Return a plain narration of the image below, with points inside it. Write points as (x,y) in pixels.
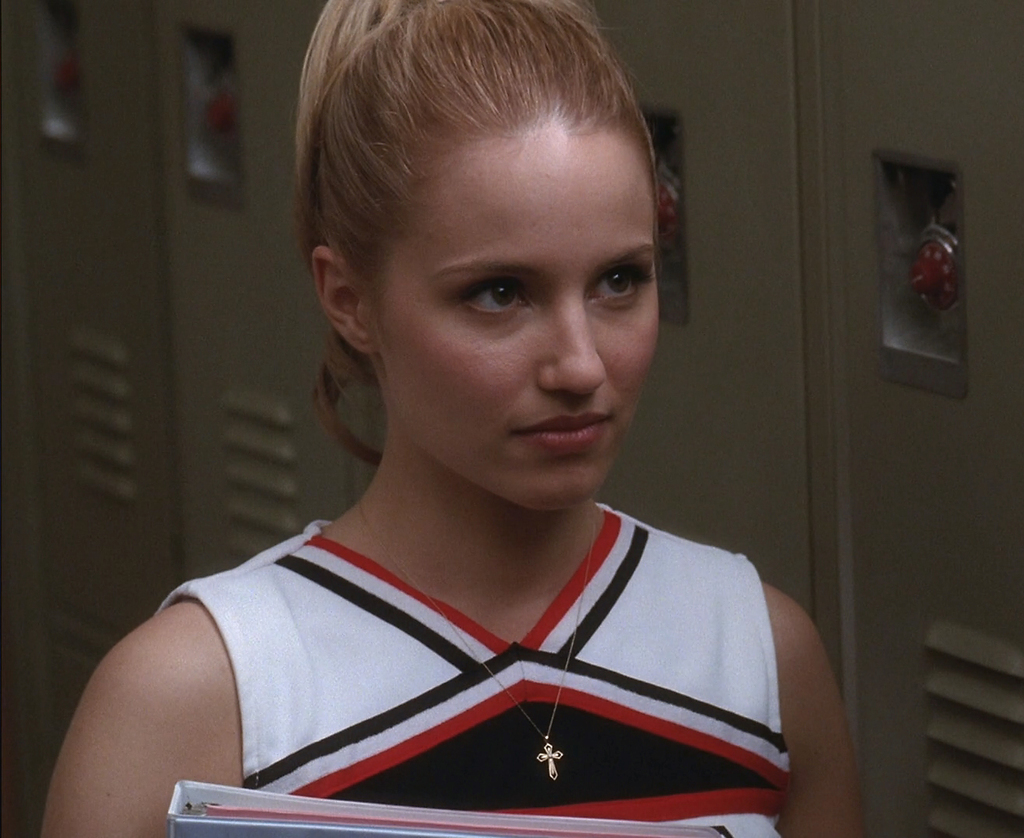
In this image I can see a woman (369,640) wearing white, black and red colored dress (475,683) is holding a file (358,802) in her hand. In the background (147,320) I can see few lockers (243,423).
